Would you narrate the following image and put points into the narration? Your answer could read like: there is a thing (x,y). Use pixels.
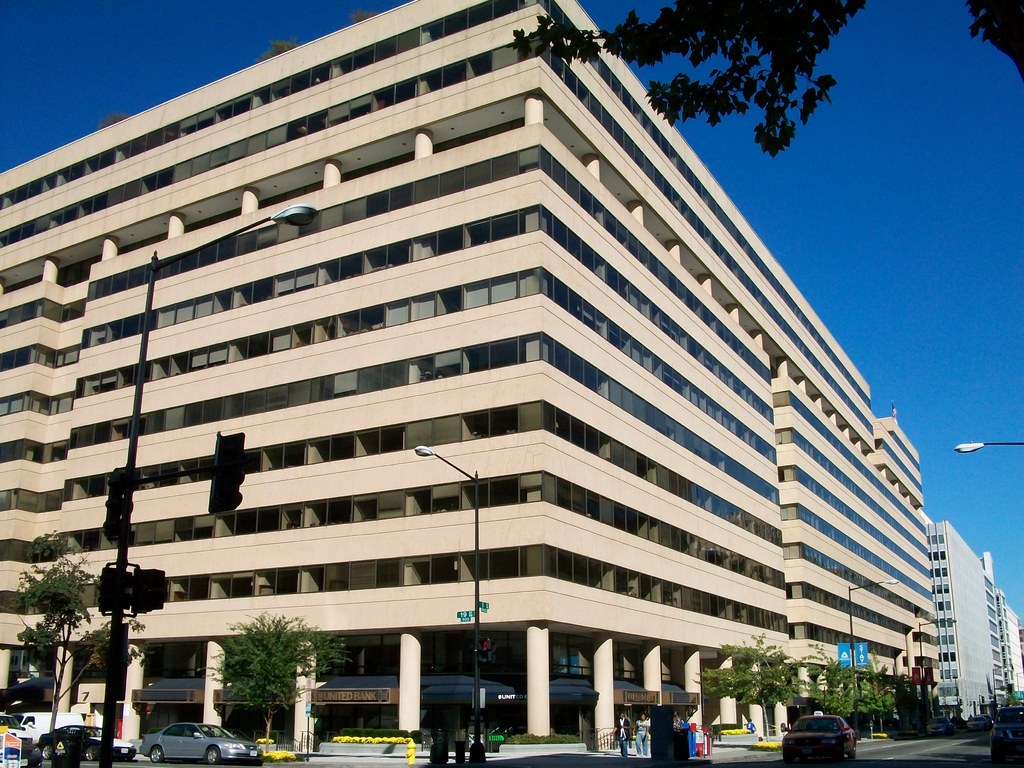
Here we can see buildings (518,428), light poles (311,217) and trees (829,664). Vehicles (785,741) are on the road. These are sign boards (858,660). Sky (874,212) is in blue color.
